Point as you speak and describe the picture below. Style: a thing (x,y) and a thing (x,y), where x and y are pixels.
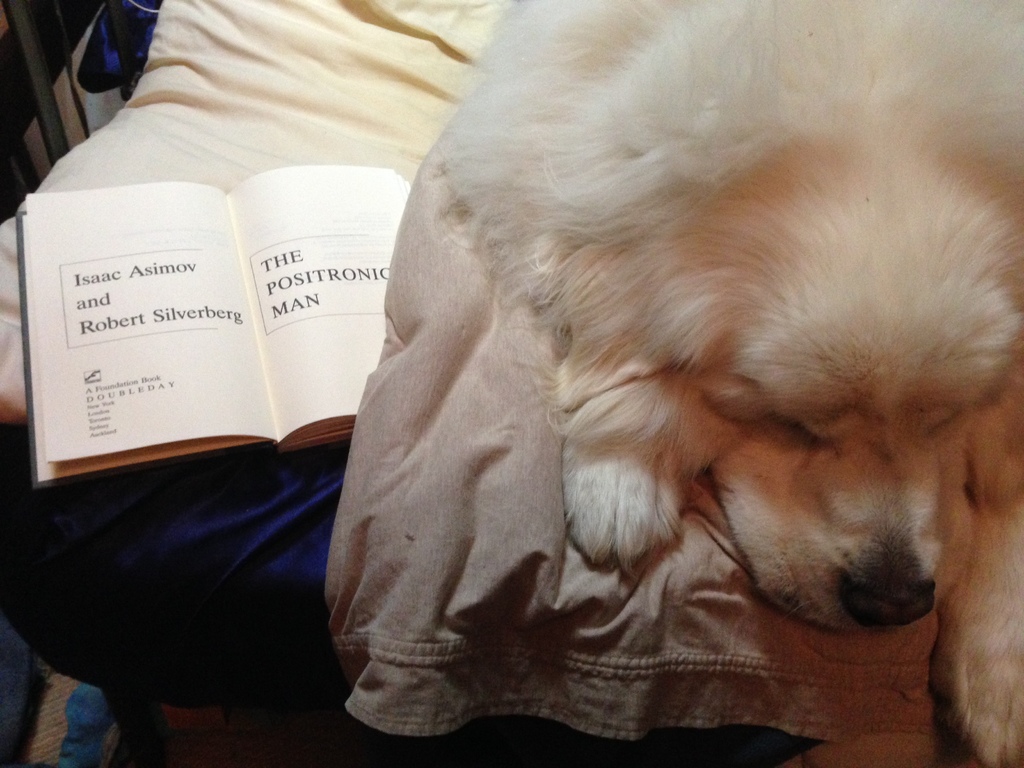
In this picture we can see a dog (827,169), cloth (344,577) and book (296,347) on the bed (167,613) and objects (76,724).
